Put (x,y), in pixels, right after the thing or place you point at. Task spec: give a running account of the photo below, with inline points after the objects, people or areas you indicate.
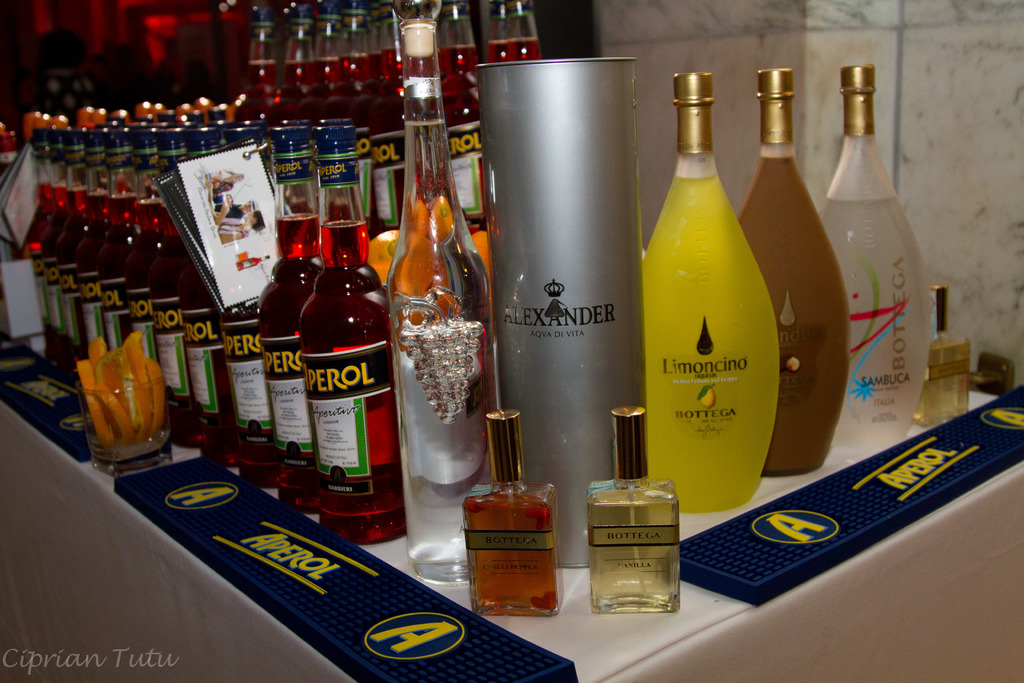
In the picture there are many bottles (458,486) on the table (646,651).
